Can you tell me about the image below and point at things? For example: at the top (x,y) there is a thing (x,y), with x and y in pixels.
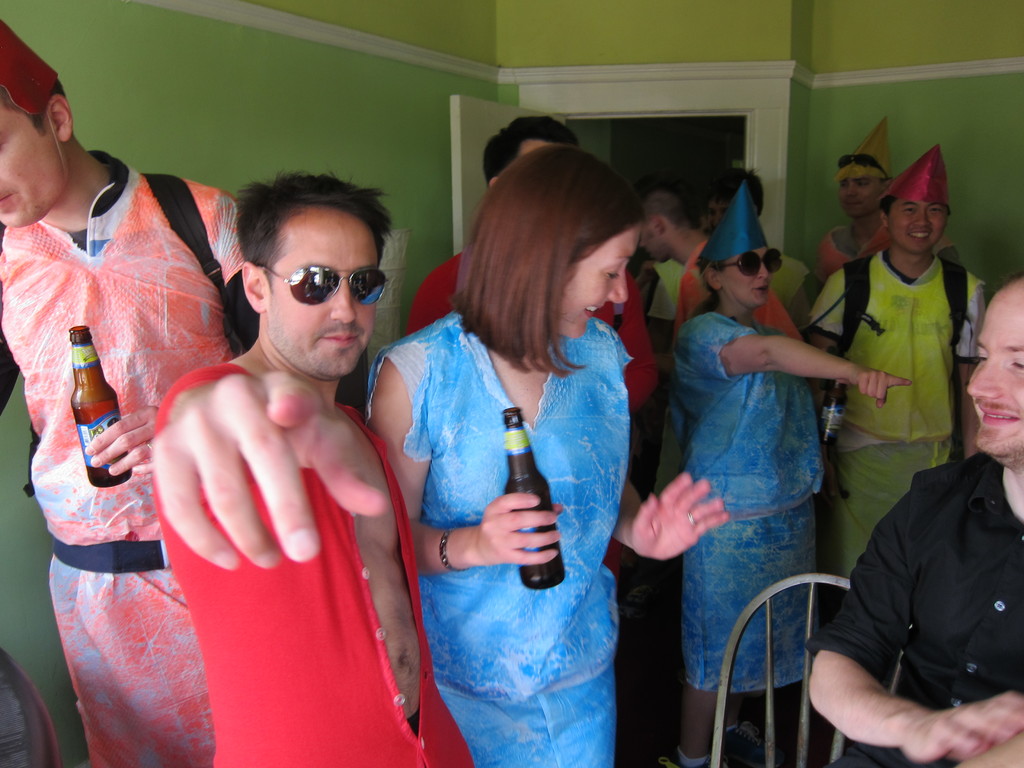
In this image there are group of people (372,285) with hats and spectacles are standing, three persons (443,463) holding the bottles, chair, and in the background (472,12) there is a wall (326,93), door (460,150).
